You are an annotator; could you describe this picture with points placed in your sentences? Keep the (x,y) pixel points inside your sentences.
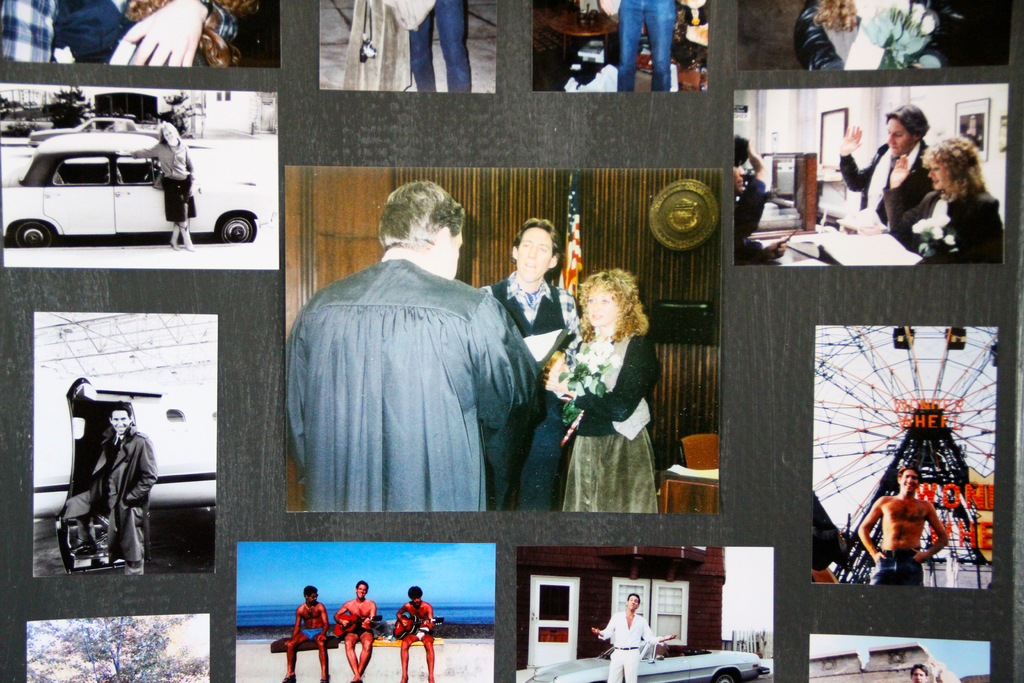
These are the photos (895,399), which are attached to the wall (362,128). I can see few people (857,136) standing and few people (295,652) sitting. This looks like a house (569,576) with a door (558,618) and window (671,607). These are the cars (109,180). I can see a giant wheel (847,439). This looks like a flag (575,258), which is hanging to a pole (568,237). I can see the trees (151,619).
